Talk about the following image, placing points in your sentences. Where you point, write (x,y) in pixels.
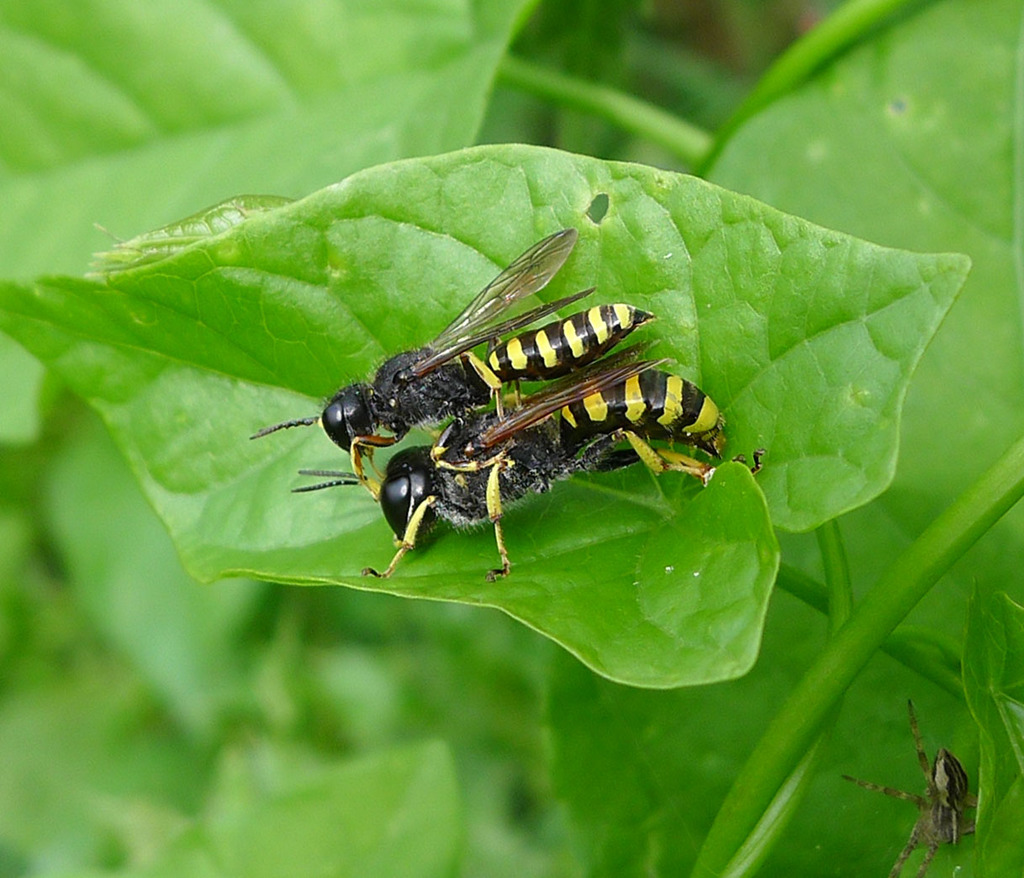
In the center of the image (492,511) we can see bees (485,469) on the leaf (273,304). At the bottom (929,788) there is a spider (952,815).
